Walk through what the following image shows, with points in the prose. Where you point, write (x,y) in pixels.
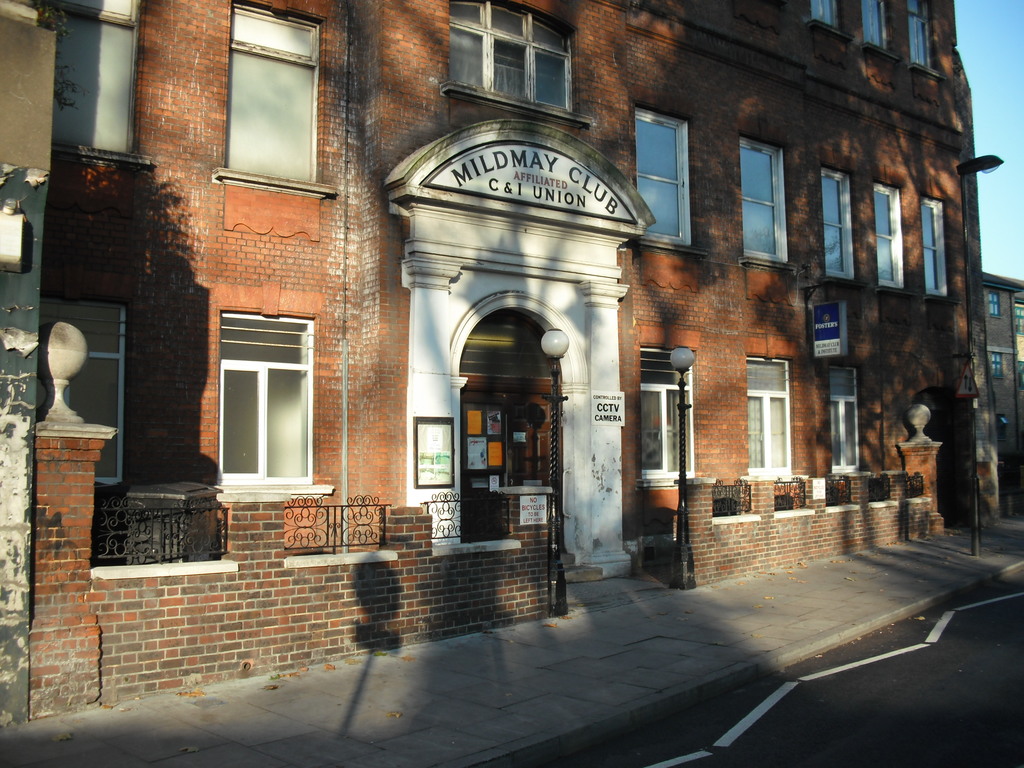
In this image in the center (607,453) there is building (579,327) and in front of the building (817,437) there are poles (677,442) and there is a fence (778,528) and there is a board (831,350) with some text (833,347) written on it. On the building (500,219) there is some text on it. On the right side of the building (871,295) there is a building (1000,348) and the sky (1010,226) is clear.
